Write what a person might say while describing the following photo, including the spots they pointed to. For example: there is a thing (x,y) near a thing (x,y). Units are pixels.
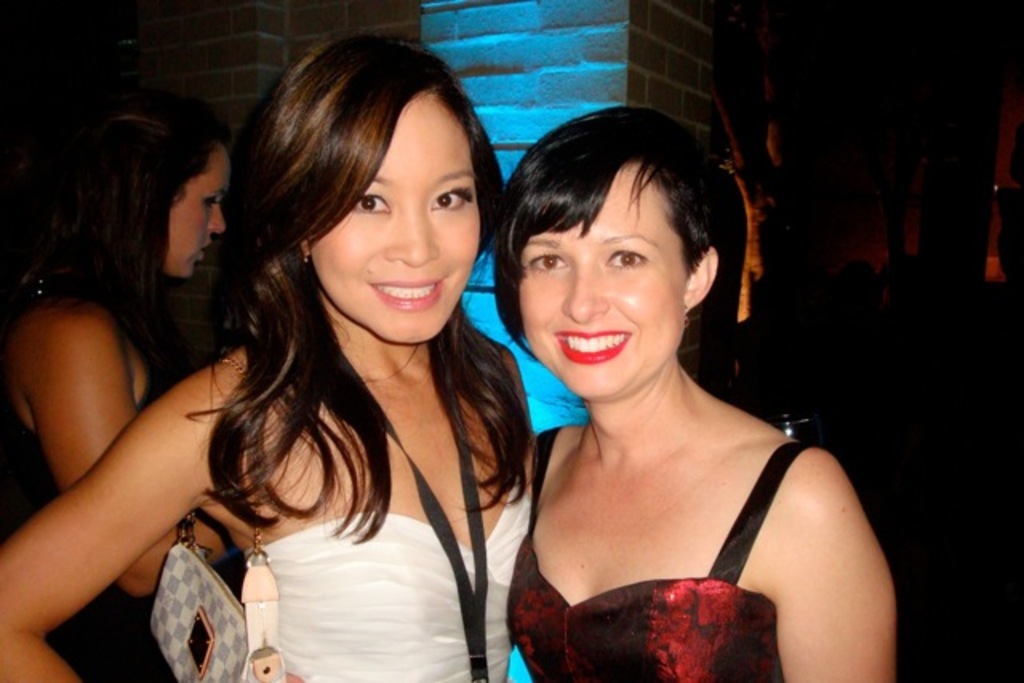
This picture seems to be clicked inside the room (871,405) and we can see the group of people (72,329) and we can see the three women (194,378) wearing dresses (372,603) and standing and we can see the sling bag (206,639). In the background (527,85) we can see the pillar (599,42) and some other items (771,90).
